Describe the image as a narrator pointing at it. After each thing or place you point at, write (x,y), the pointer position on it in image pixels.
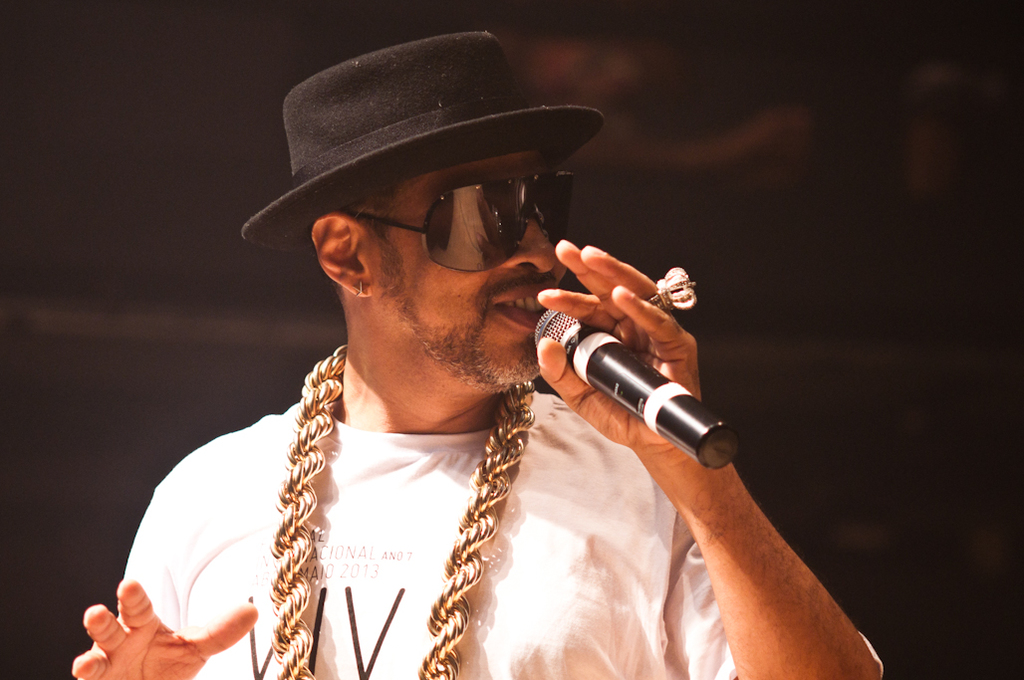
In this image I can see a man (497,387) is standing and holding a mic (594,356). He is wearing a black hat (434,151) and goggles (517,217). There is ring (670,298) to the finger (606,282). The man (532,464) is wearing a chain (469,541). The background (771,75) is in black color.
